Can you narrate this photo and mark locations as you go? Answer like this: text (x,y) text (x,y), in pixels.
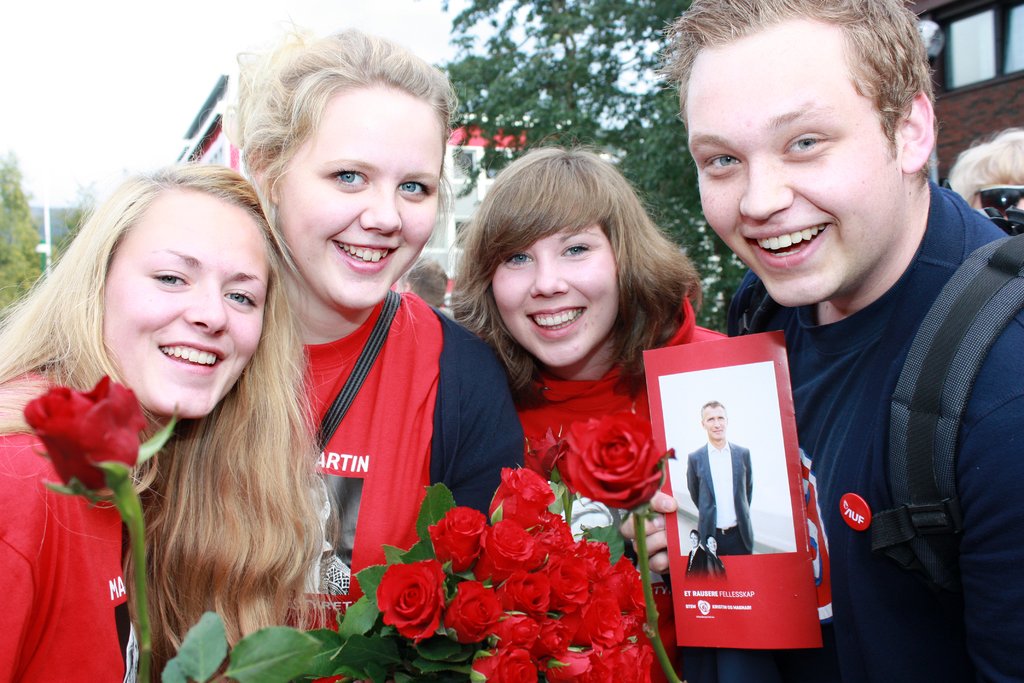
In this image we can see a group of people (893,389) standing. One person (805,406) is holding a card (758,504). One woman (135,368) is holding a rose flower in her hand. In the background (963,47), we can see a group of buildings (195,122), trees (534,62) and the sky (114,50).
